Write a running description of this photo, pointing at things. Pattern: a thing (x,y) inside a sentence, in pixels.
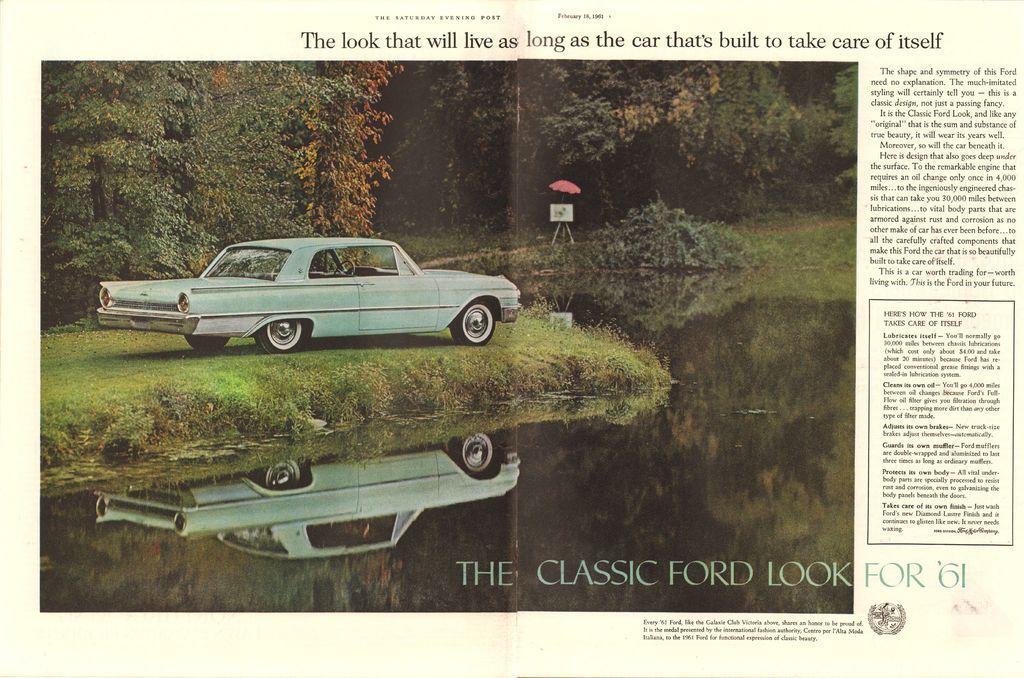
In this picture I can see an article (414,620). There is a car (485,278), grass (234,392), water (758,403), reflections (447,473), umbrella (563,191), board (562,213), plants (674,245) and trees (595,104). Something is written in the article (931,438).
